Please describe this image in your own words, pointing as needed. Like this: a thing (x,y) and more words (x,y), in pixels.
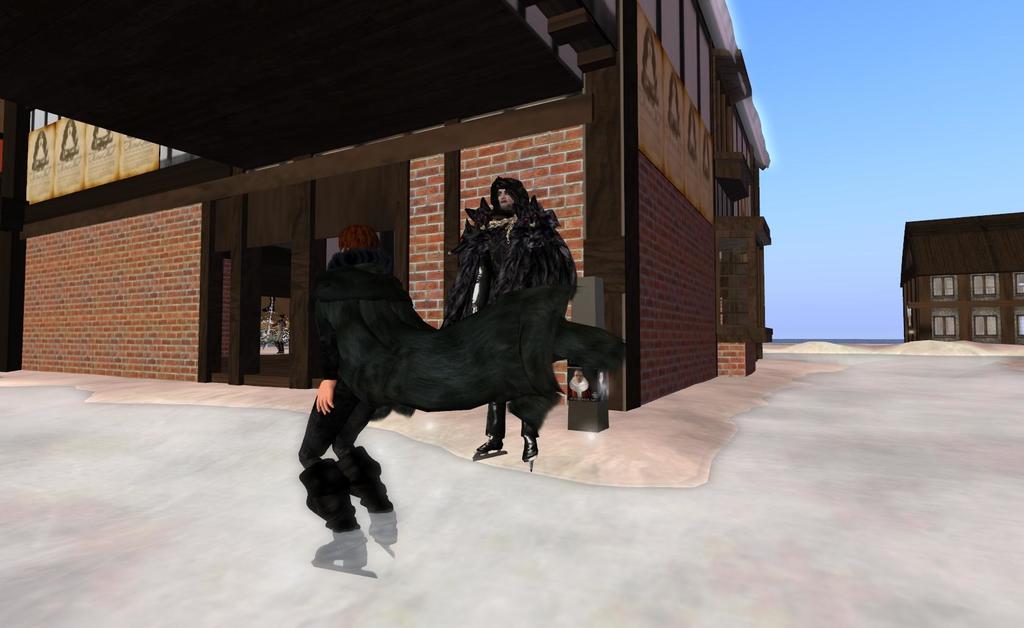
It is an animated image. In this image in front (498,290) there are depictions of people (512,275) standing on the road (613,567). In the background of the image (841,307) there are buildings (1015,248) and sky (882,75).
